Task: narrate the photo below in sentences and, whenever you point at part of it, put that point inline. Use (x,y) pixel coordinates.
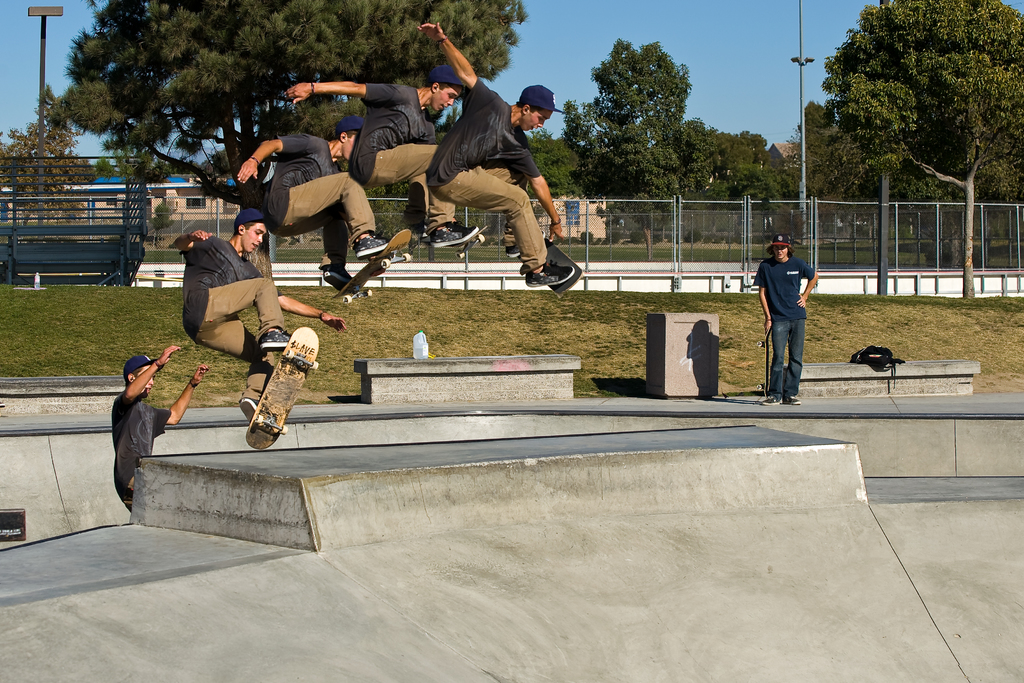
In the image we can see there is a moment of a person (271,328) who is jumping from the roller skate board (264,391) and beside there is a person (791,336) standing and he is holding a roller skate board (767,337). Behind there are lot of trees (658,76) and the ground (947,307) is covered with grass (479,334). There is a water bottle (427,349) kept on the table (499,367) and beside there is a bag (891,367). In front (653,612) there is a sloping road (602,533).
